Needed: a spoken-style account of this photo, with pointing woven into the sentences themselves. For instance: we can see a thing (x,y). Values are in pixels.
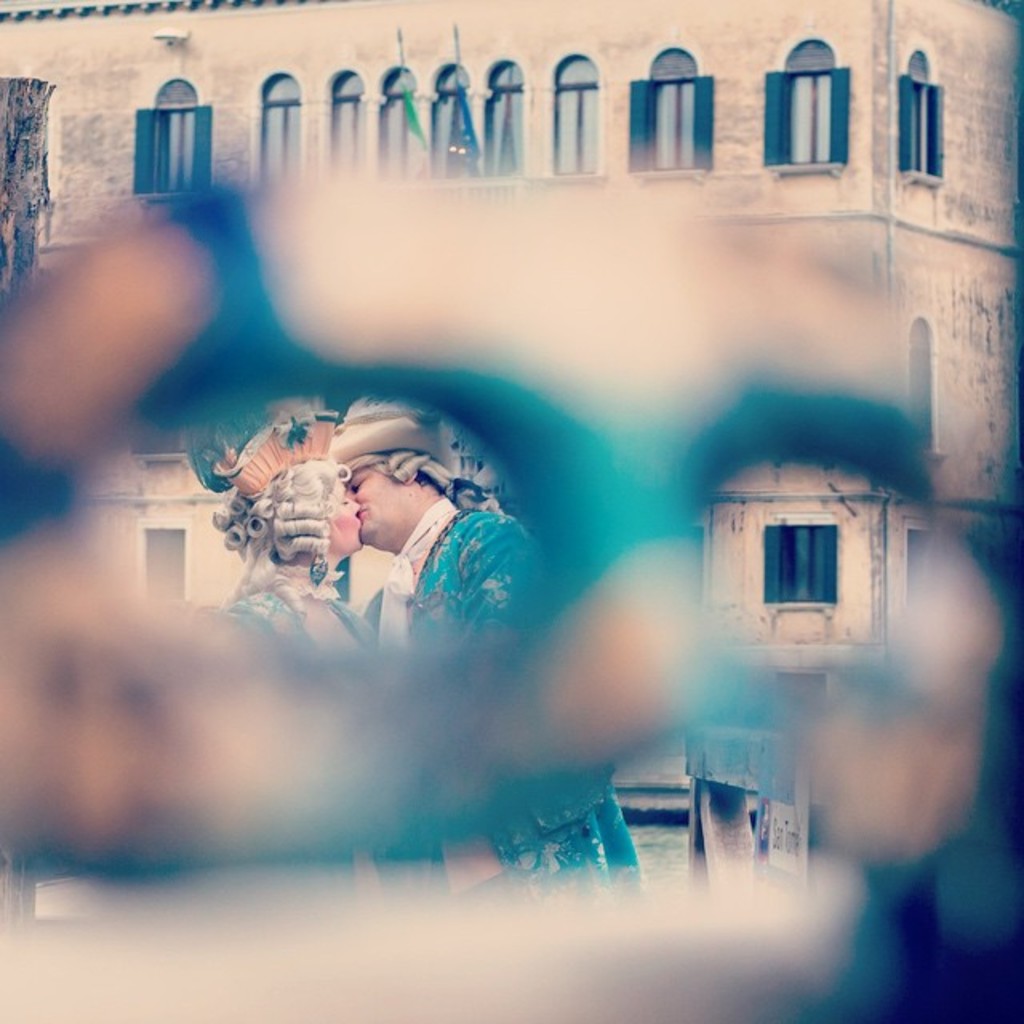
In the image we can see a man (421,596) and a woman (296,583) wearing clothes (405,597), hat (370,430) and they are kissing each other. Here we can see the building (917,258) and these are the windows (814,117) of the building (814,117). We can even see the flags (461,91).
